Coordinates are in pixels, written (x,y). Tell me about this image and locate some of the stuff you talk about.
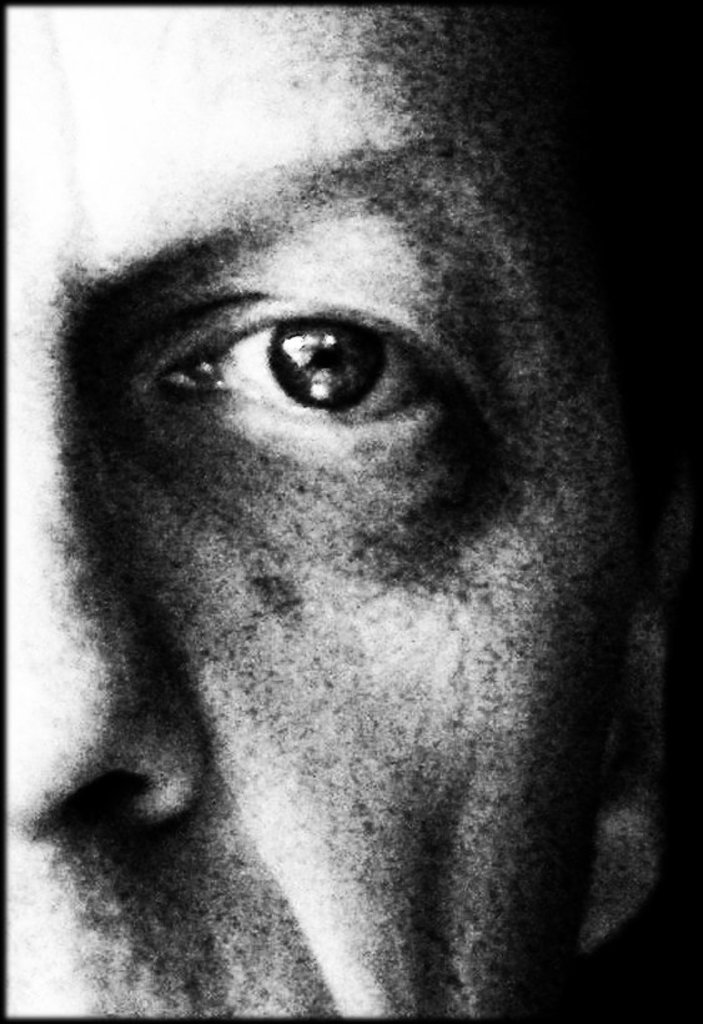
In this picture I can see a person's face (267,411) and I see that this is a black and white picture.
